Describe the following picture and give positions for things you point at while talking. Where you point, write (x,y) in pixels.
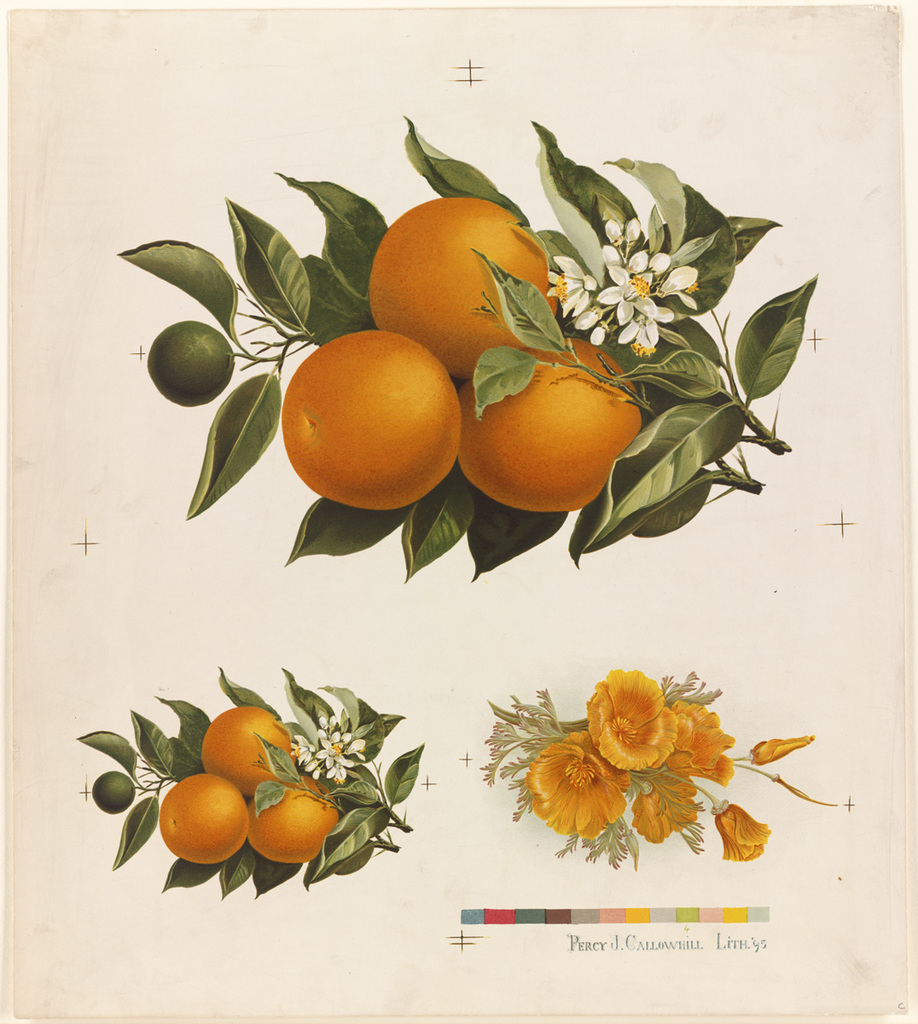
This image consists of a paper (794,866) on which there is a image (636,347) of fruits (518,465) along with green leaves (562,342).
